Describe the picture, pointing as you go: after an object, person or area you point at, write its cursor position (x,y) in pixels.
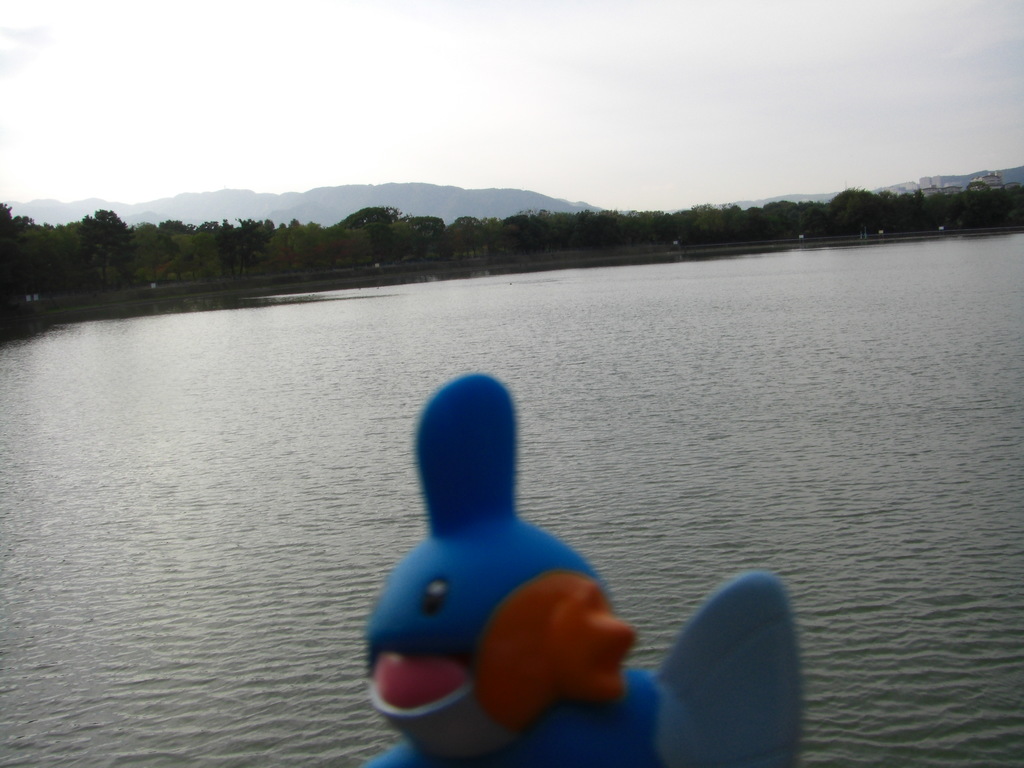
In this picture we can see a toy (466,657) in the front (461,654), at the bottom (245,590) there is water (132,392), in the background (846,216) we can see trees (144,246), there is the sky (579,66) at the top of the picture (480,89).
